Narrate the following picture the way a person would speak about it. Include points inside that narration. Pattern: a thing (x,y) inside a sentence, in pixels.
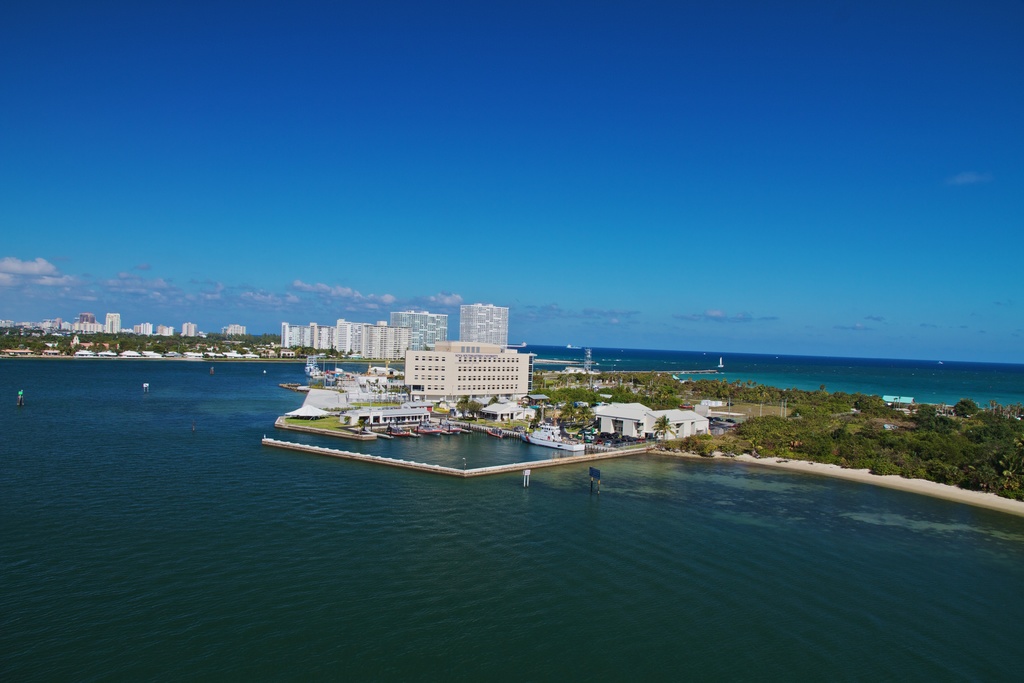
In this image we can see buildings (423,394), trees (769,430), water (458,534), boats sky (637,204) and clouds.
